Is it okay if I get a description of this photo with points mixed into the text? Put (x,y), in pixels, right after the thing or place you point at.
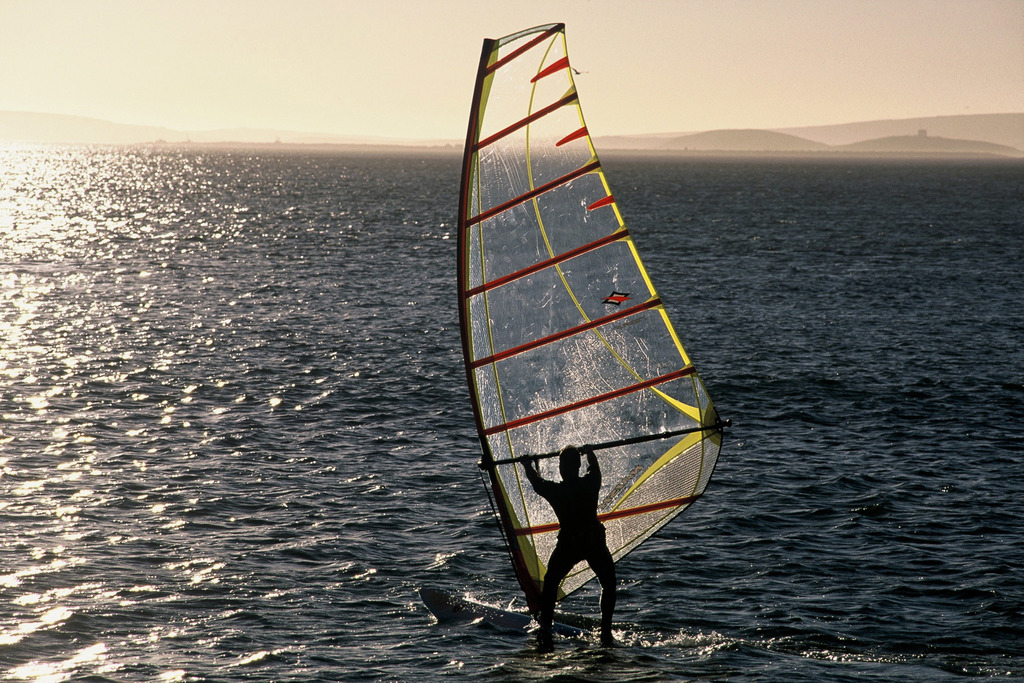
In this image we can see there is a person (577,513) doing windsurfing in the river (346,447). In the background (314,88) there is a sky (264,119).
